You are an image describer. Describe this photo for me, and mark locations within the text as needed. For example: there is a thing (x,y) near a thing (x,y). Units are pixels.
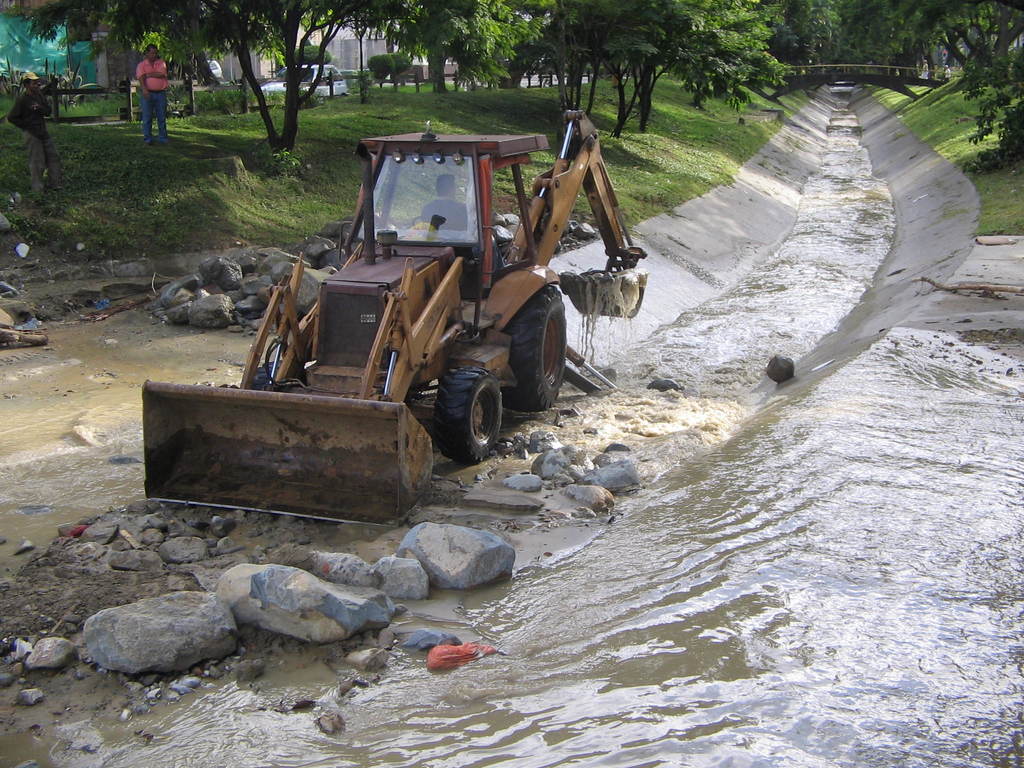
In this image we can see the bulldozer (401,453), here we can see the stones (325,606), water (691,462), canal (916,158), two persons (155,74) standing on the grass (119,144), we can see trees (390,24), a vehicle (283,92) on the road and we can see the bridge (932,78) in the background (918,69).
